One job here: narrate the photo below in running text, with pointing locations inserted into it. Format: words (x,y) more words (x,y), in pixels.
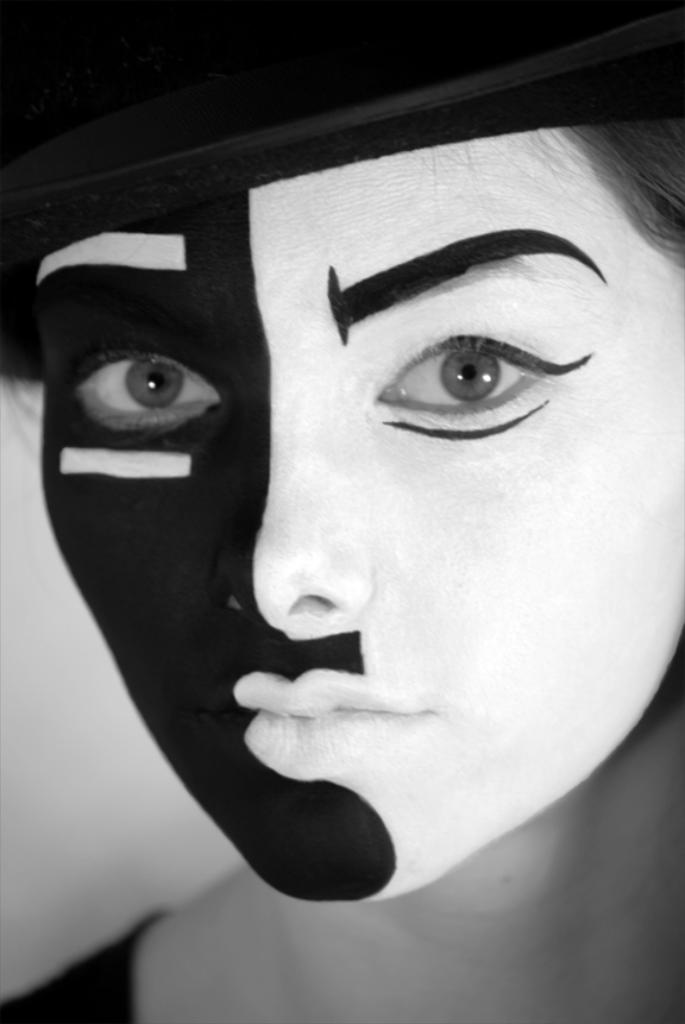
This is a black and white image and here we can see a person (286,509) wearing face paint (253,329) and a cap (202,128).
